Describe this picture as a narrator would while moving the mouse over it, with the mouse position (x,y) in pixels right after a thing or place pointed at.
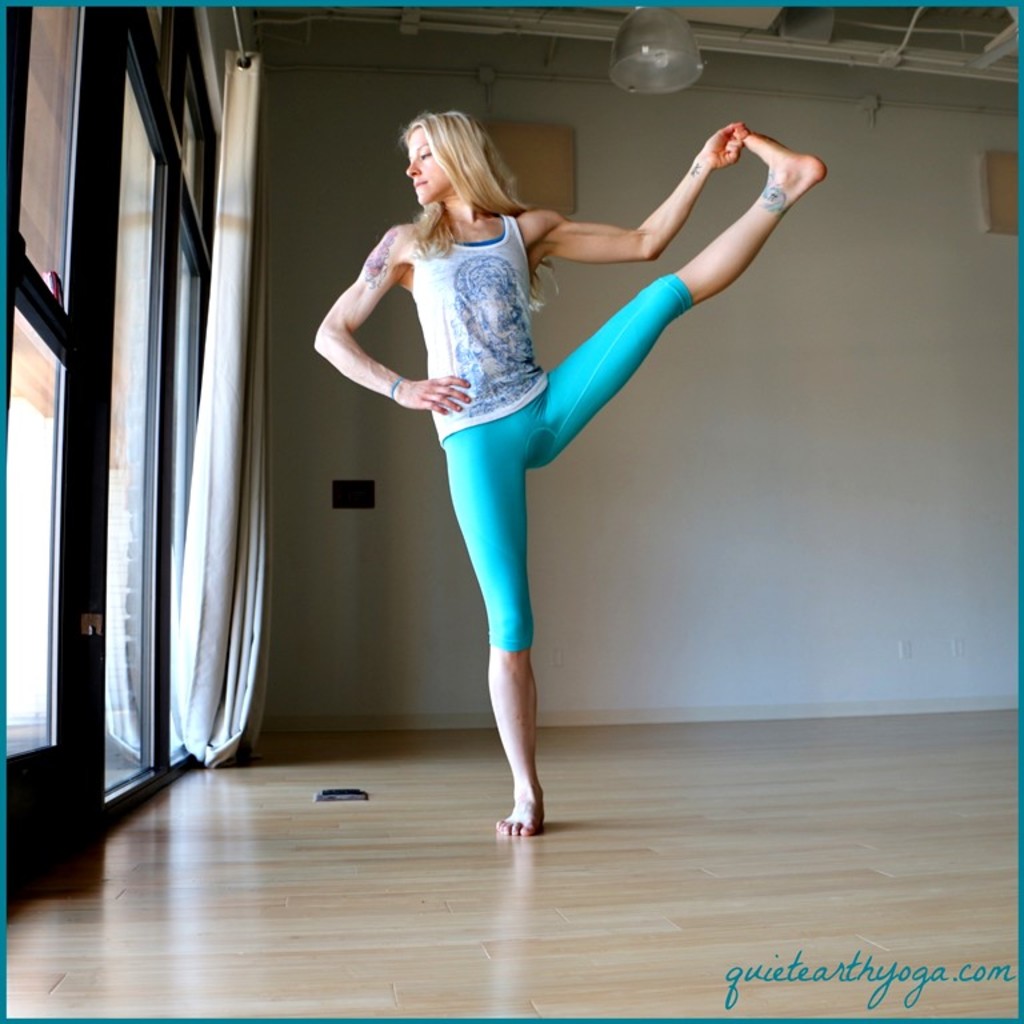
In the foreground of this image (473,483), there is a woman (460,435) standing and stretching her leg (758,218) on the floor (651,913). On the left (137,441), there is a glass door (176,347) and a curtain (196,555). In the background (693,530), there is a wall (783,413) and on the top (671,70), there is a light (681,49) to the ceiling (799,21).
